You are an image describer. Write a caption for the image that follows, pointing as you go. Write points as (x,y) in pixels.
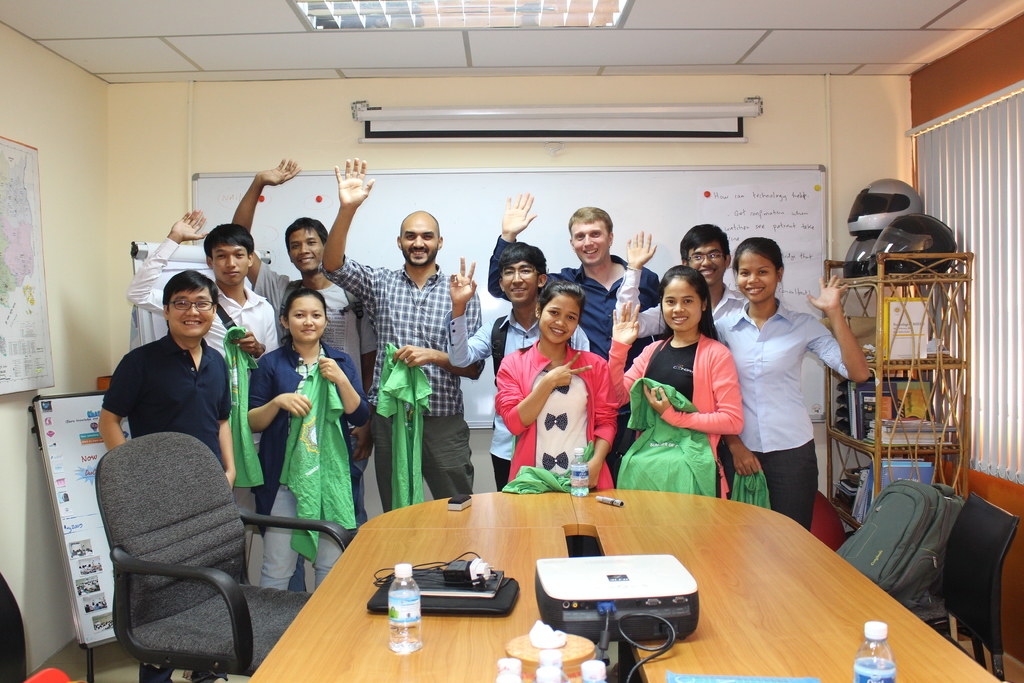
In this image I can see group of people (600,421) standing, some are holding green color shirt (646,403) in their hand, in front (648,625) I can see projector (631,623), few bottles (394,608), papers (557,636) on the table (443,635) and the table (440,656) is in brown color. I can also see two chairs (184,554) and a board (480,205) attached to the wall (259,104), and wall (317,121) in cream color.
